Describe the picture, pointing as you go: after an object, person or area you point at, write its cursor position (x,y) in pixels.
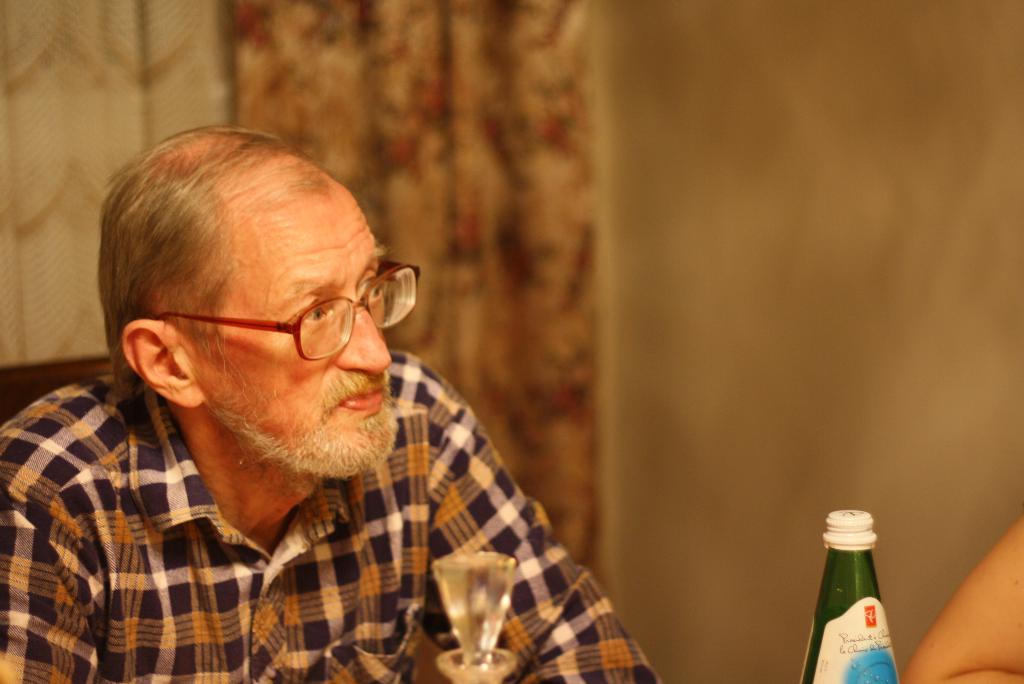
In this picture we can see man (206,488) sitting on chair (14,401) wore spectacle (393,310) and in front of him we can see bottle (856,573) and other person (947,679) and in background (608,283) we can see wall (916,211).
